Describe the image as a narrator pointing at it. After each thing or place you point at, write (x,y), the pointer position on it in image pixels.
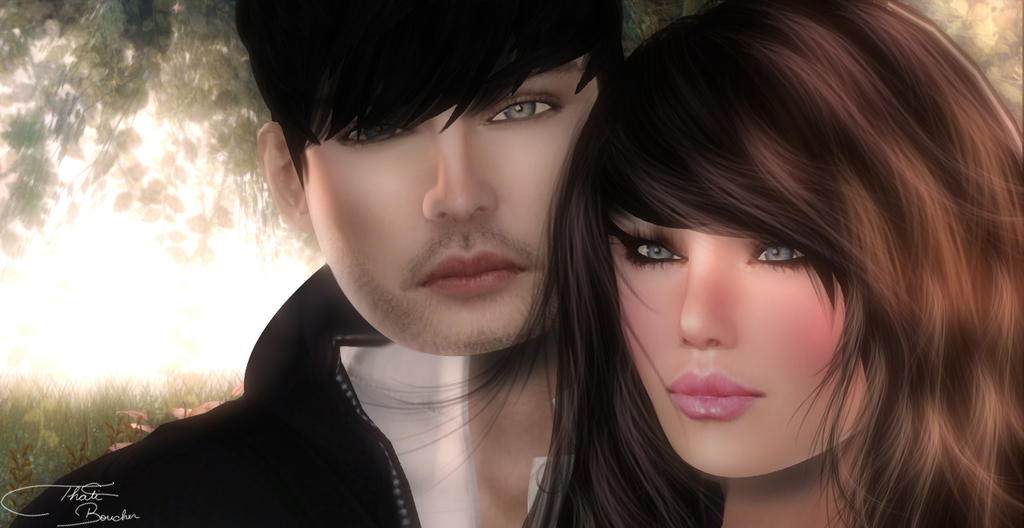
In this picture there is a couple (657,272) and there are trees (104,58) in the background (122,49).
